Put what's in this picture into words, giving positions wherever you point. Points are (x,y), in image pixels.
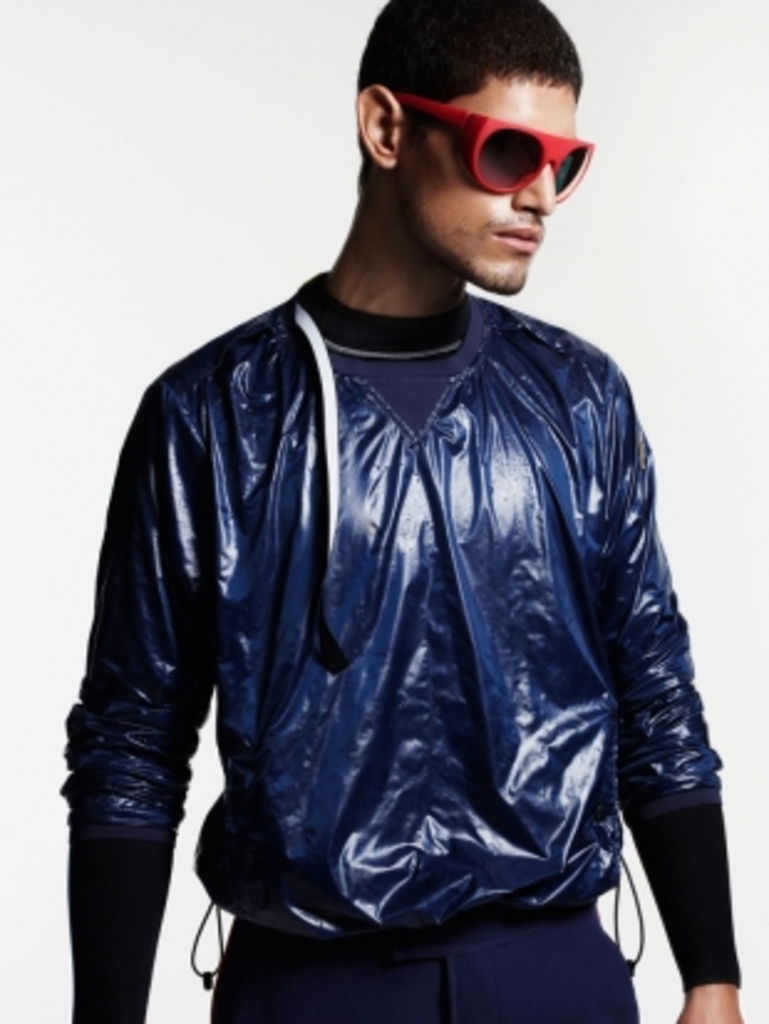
In the image there is a man (298,757) with goggles (480,175) is standing. Behind him there is a white background (630,335).
